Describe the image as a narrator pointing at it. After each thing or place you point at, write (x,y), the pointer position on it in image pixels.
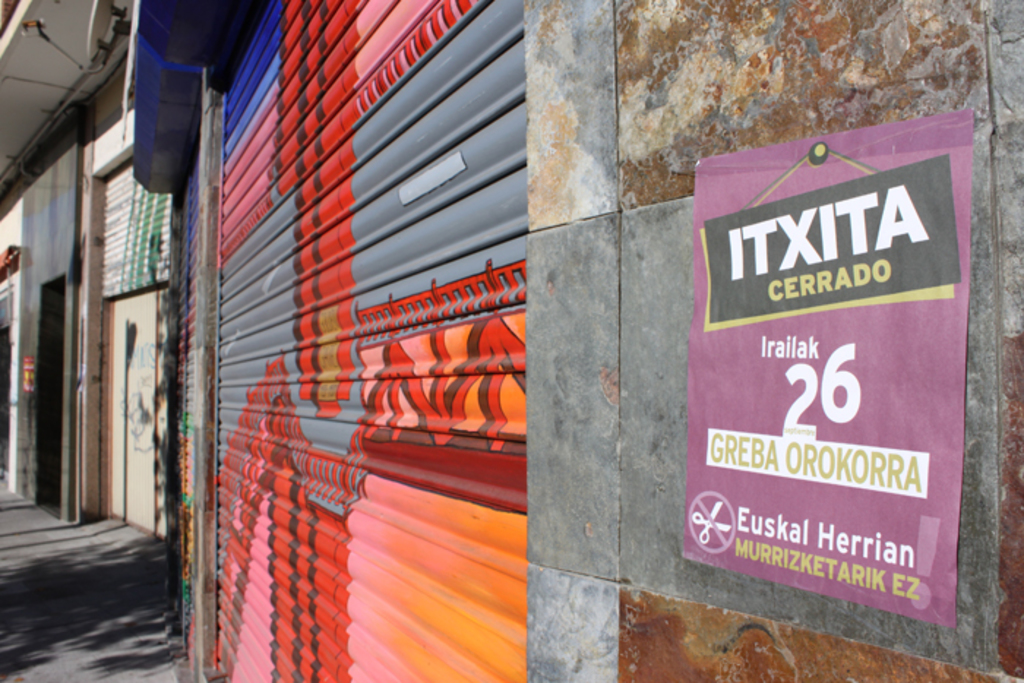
In this picture we can see some shutters (338,344) and a poster (819,433) to the wall (608,338).
